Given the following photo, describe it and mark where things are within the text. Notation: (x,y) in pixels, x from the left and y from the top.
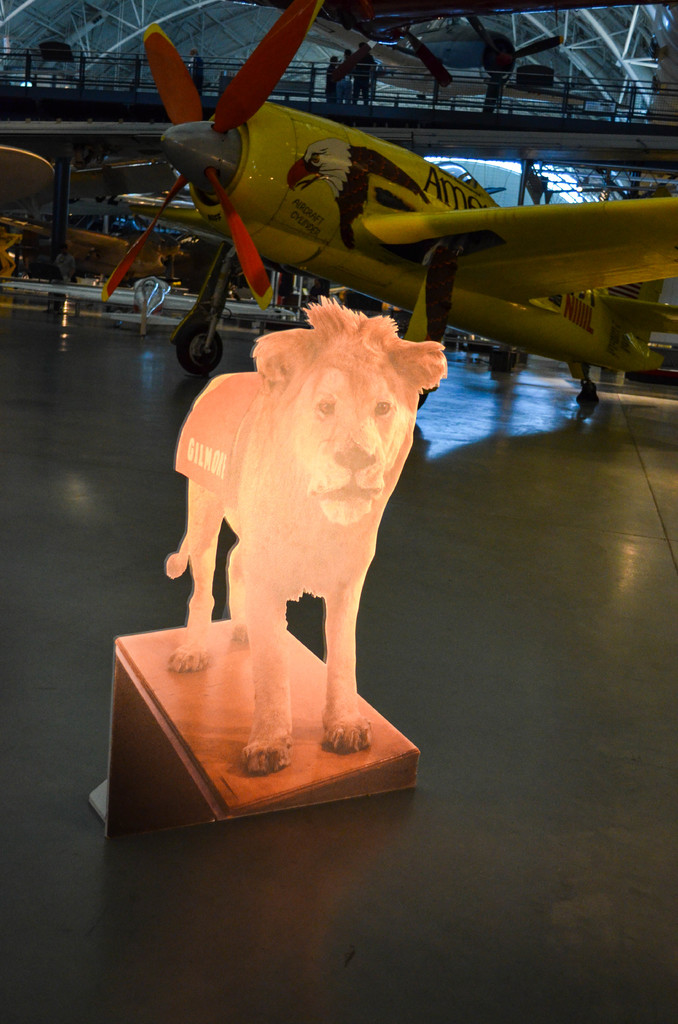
Here I can see an idol of a lion (307,495) which is placed on a table (226,811). At the bottom (558,882), I can see the floor (586,706). In the background (526,322) there is an aircraft (424,208) on the floor (550,464). At the top of the image (409,104) there is a railing (441,109). Behind the railing (372,77) few people (362,69) are standing and there are many metal rods (575,59).
